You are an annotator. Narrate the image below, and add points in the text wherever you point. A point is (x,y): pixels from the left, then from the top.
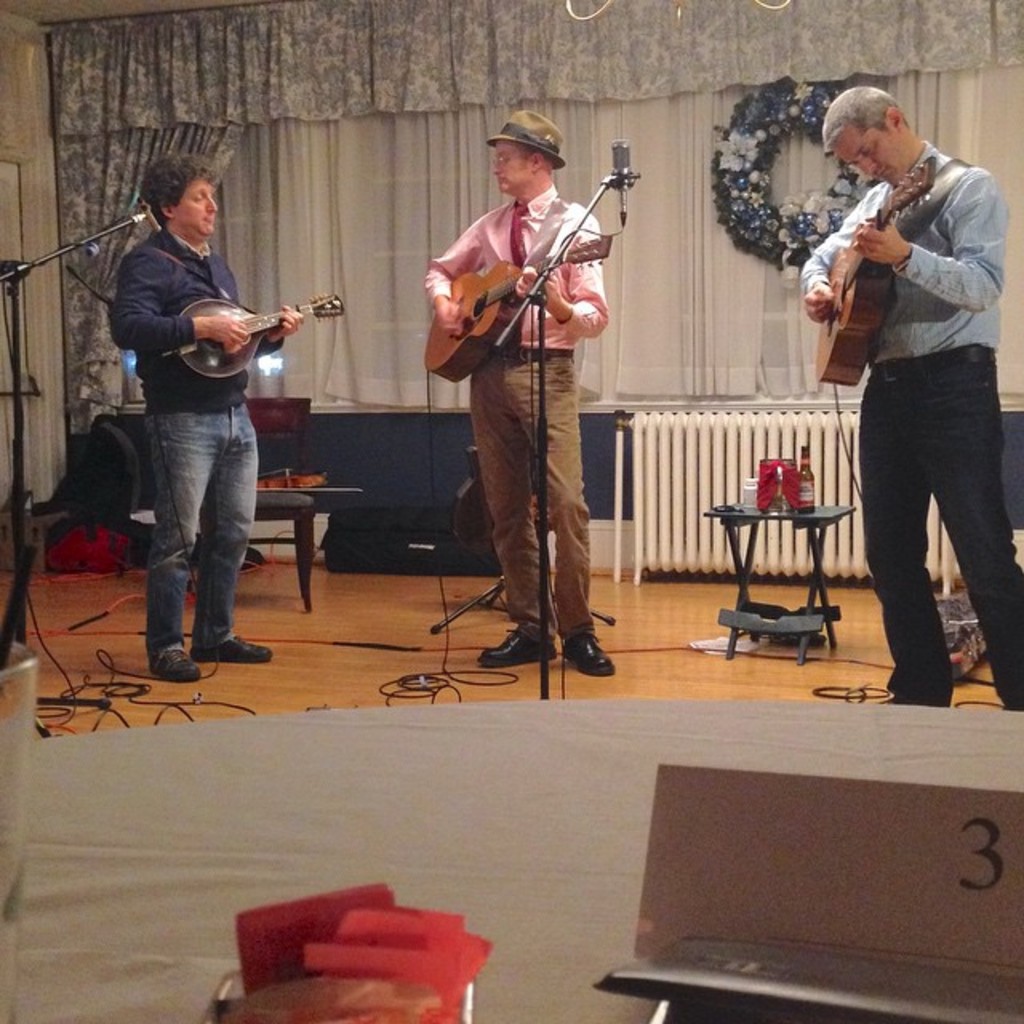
It seems to be the image is inside the room (421,448). In the image there are three men's (246,406) standing and playing their musical instruments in front of a microphone (624,208). On right side (730,520) we can see a table (824,513), on table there are bottles (807,461) and a jar (766,487) and we can also see another table (265,812) in middle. On that table (957,775) there is a food (394,955) and a glass (15,679) in background (584,49) there we can see a white color curtain (390,281) on left side (15,242) there is a white color door (5,233).
